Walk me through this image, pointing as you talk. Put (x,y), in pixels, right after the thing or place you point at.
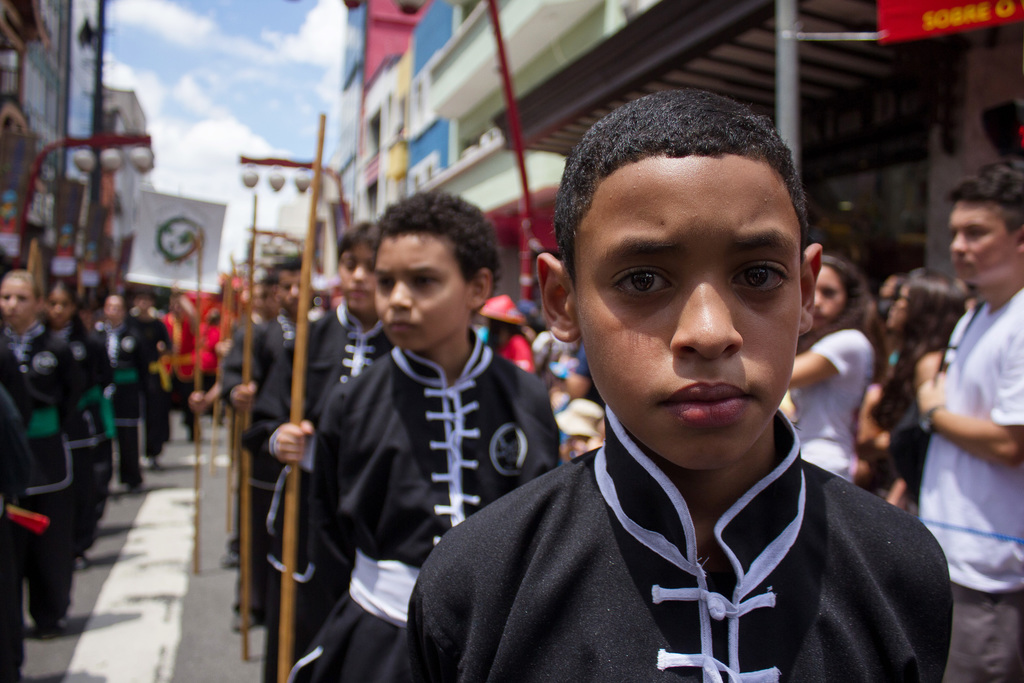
In the picture we can see a set of girls and boys (698,295) standing on the road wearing martial arts clothes (375,652) and holding a stick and on the other sides we can see buildings (881,68) and some people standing near the path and watching the people (427,297) on the road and in the background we can see a sky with clouds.
